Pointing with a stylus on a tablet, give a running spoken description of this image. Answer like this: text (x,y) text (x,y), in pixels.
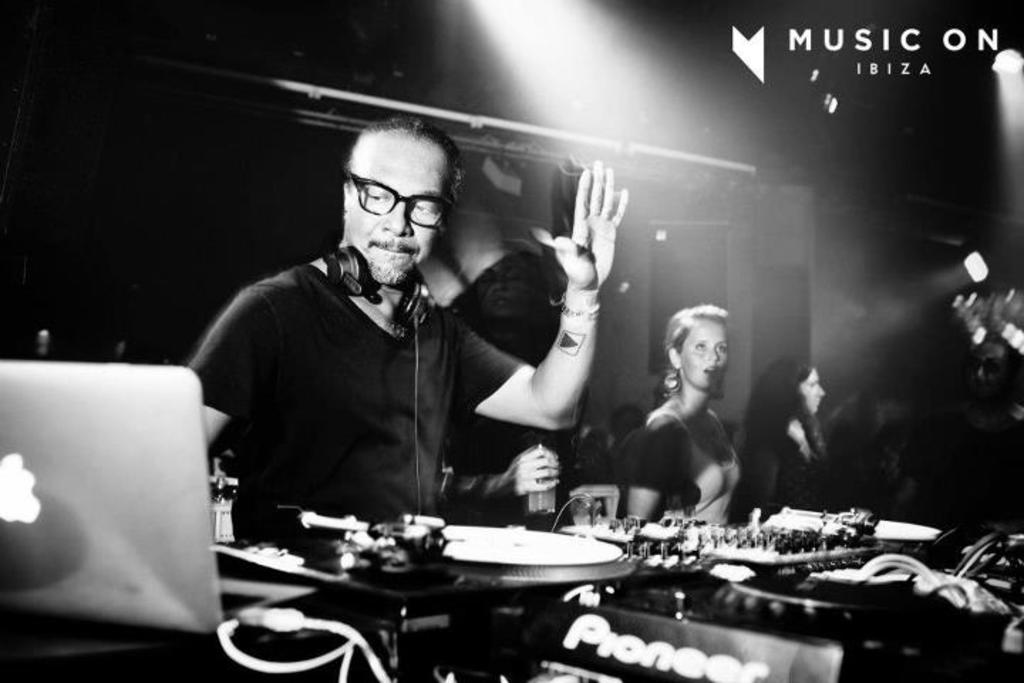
In this picture, we can see a group of people (680,446) on the floor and a person (497,451) is holding a glass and in front of the people (466,392) there are music systems (553,539), laptop (167,572) and cables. On the image there is a watermark (890,61).
